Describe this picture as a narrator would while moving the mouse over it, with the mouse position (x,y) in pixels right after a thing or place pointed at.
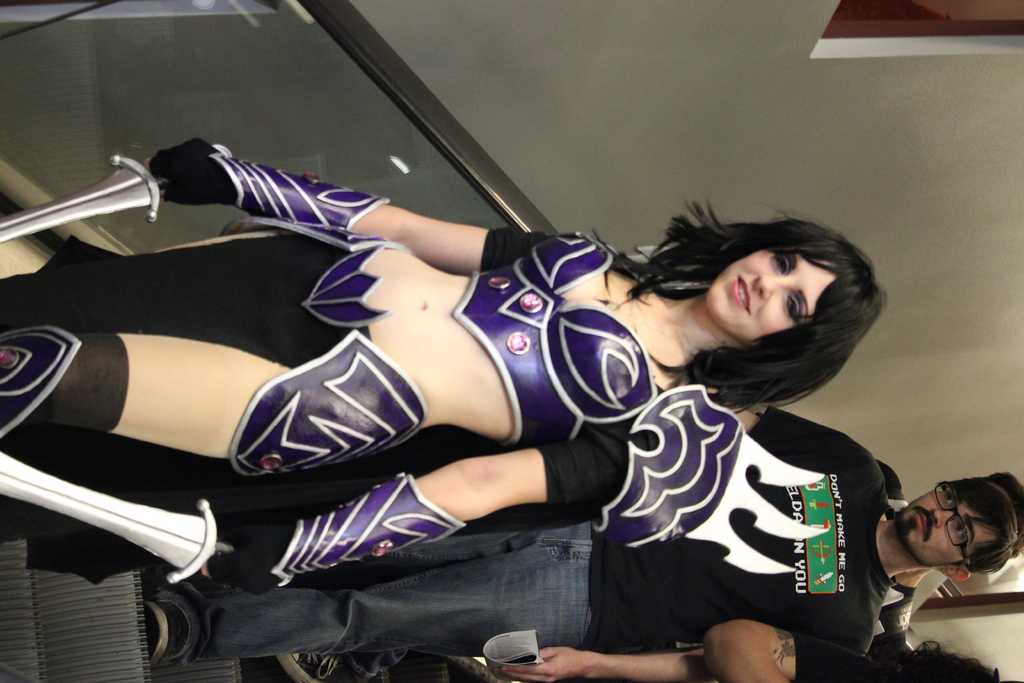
In the image there is a woman (234,439) standing by wearing some different costume (618,400) and she is holding two swords (200,525) in her hands (227,557), behind the woman (750,493) there are some other people (734,511), in the background (692,24) there is a wall (674,34).
